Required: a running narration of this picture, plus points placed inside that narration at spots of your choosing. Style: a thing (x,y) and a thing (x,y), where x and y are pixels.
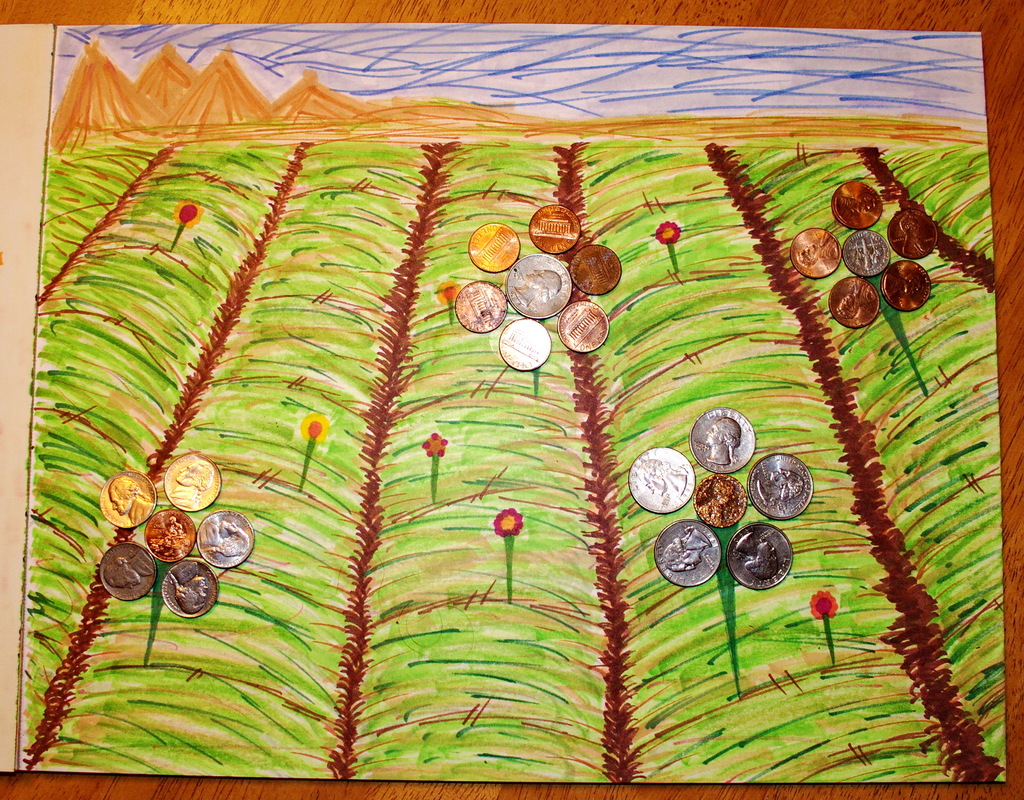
In the image we can see a table (1010,224), on the table (1005,413) there is a paper (888,46). On the paper (873,48) there is a drawing (748,116) and there are some coins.
